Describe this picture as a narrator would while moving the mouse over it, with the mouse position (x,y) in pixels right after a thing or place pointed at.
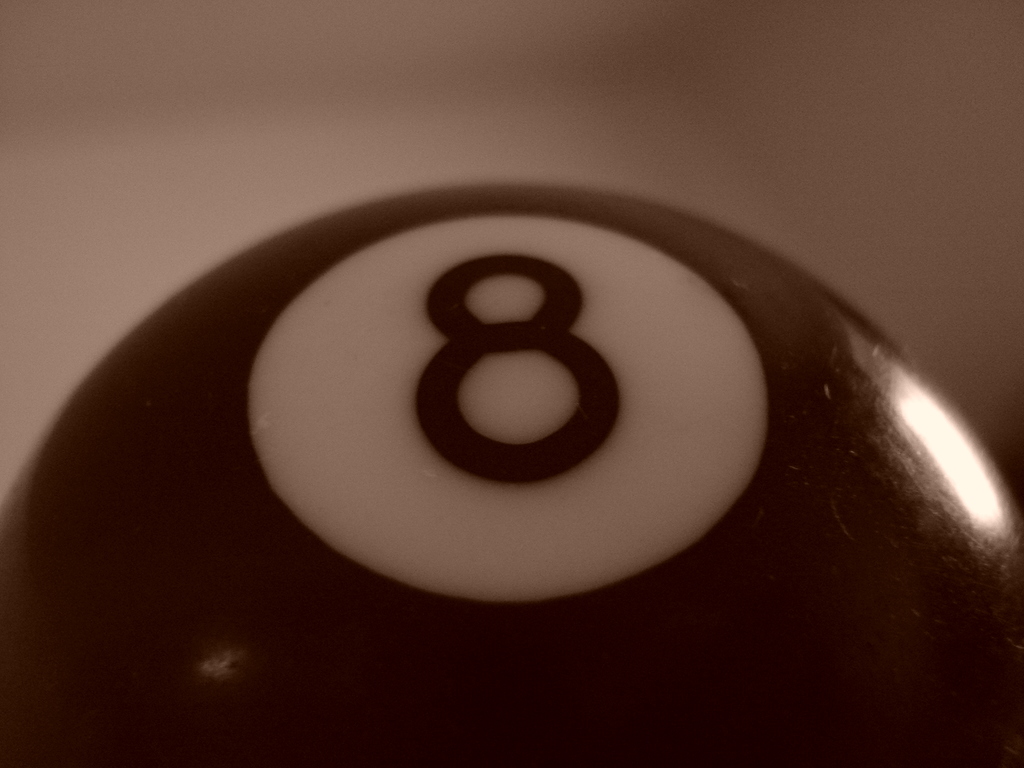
In this image we can see black ball (428,413) of a pool ball (553,337).
